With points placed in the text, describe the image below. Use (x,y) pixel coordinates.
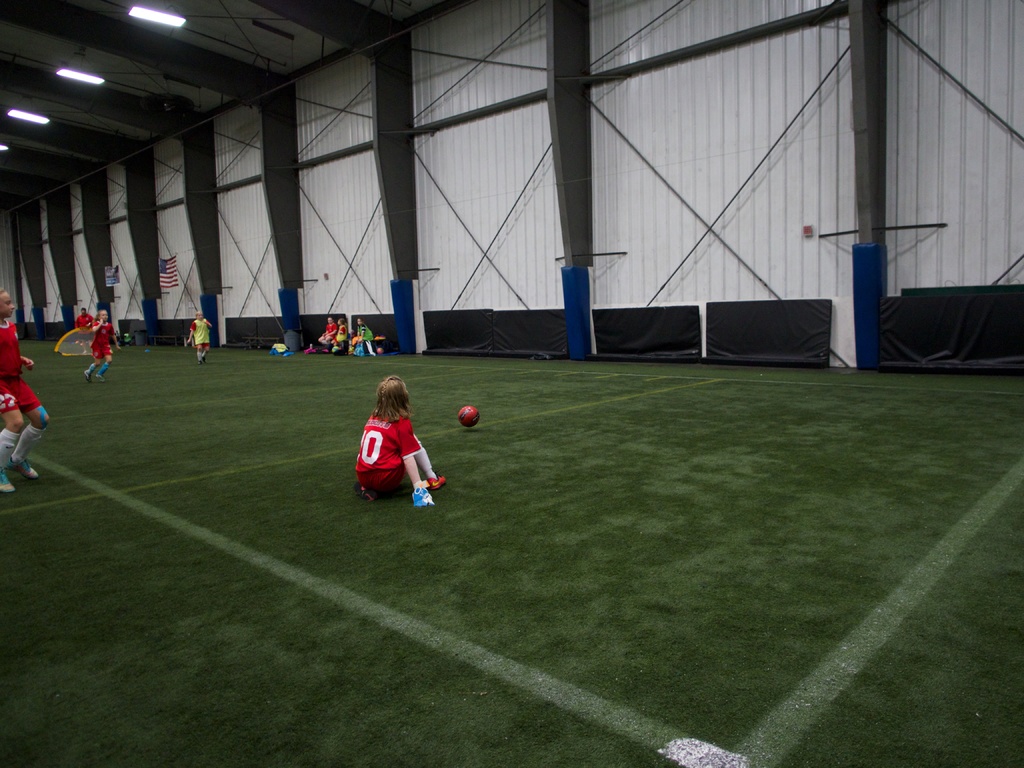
In this we can see a ground (775,442) and girls (102,320) are playing with ball (460,420). They are wearing red color dress (372,437). Background of the image (723,193) wall (177,198) are there which is in white color and flags (167,263) are present.
